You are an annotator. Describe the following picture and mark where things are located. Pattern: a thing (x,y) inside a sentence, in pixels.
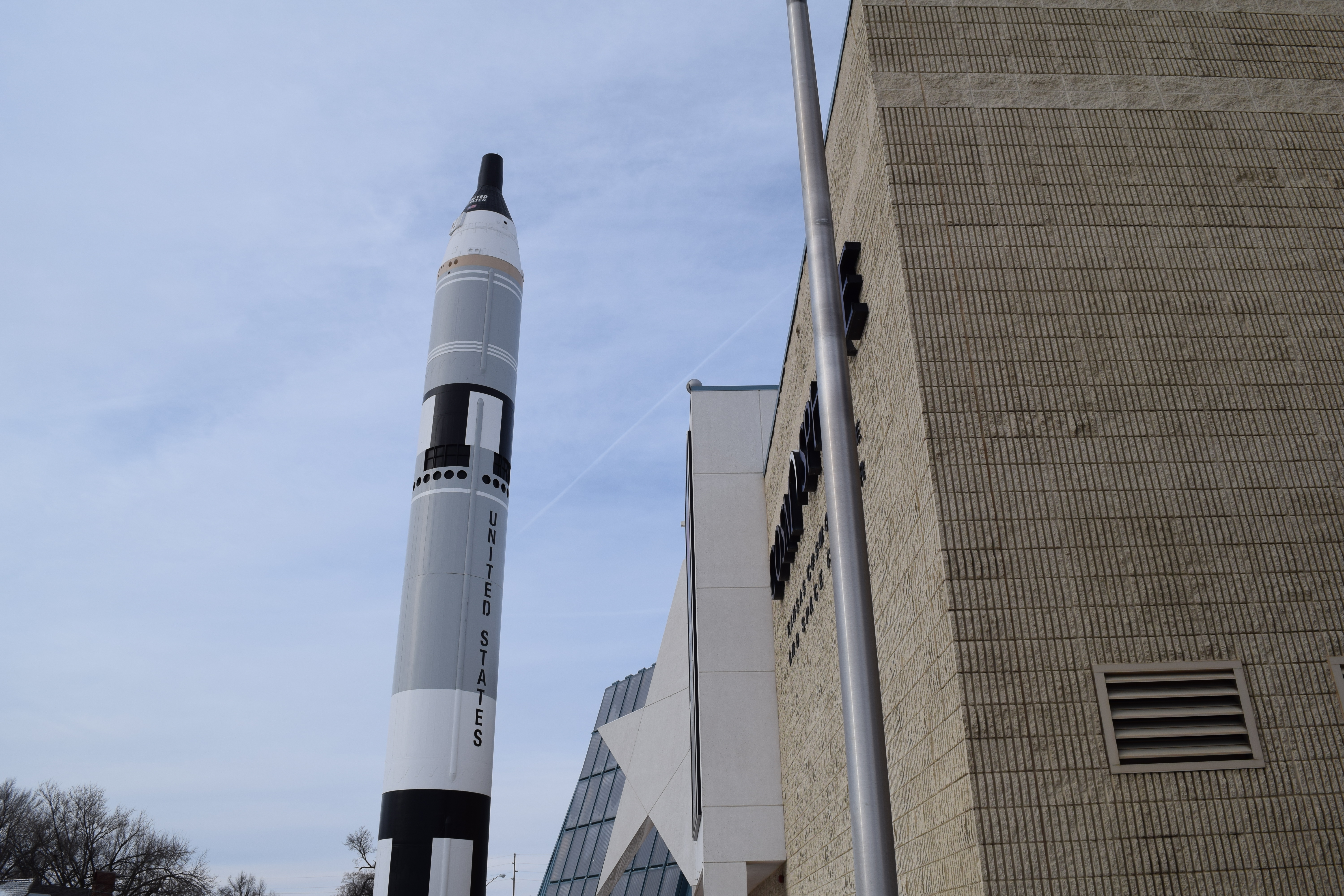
As we can see in the image there is a rocket (426,598), buildings (830,655), trees (99,849) and sky (219,284).
